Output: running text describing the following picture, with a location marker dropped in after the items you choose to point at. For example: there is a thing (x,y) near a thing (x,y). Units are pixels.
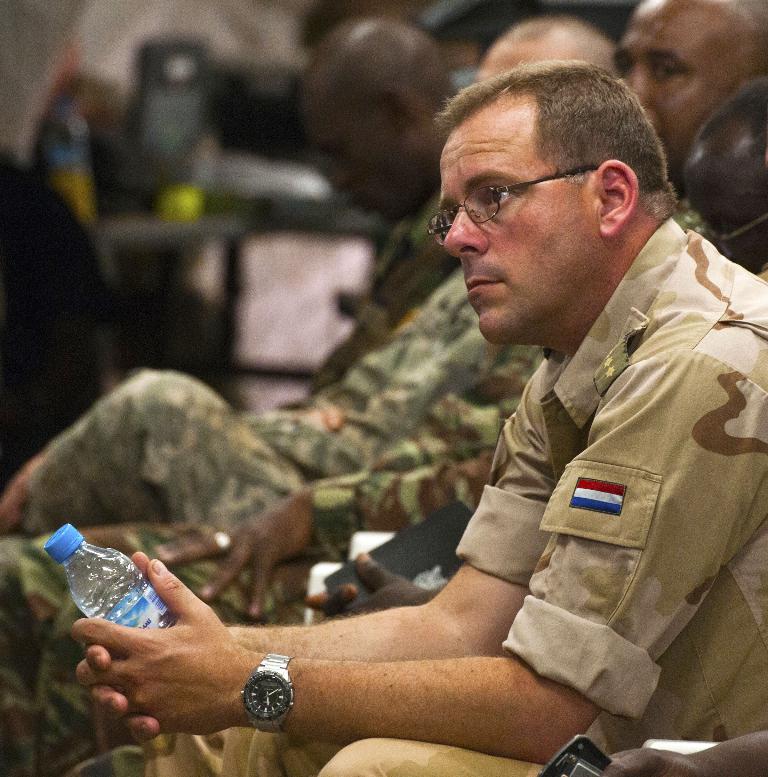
Here we can see a group of army people (663,334) sitting on chairs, here in front (605,621) we can see a man (515,767) holding a bottle (132,619) in his hand (156,573) and he is wearing a watch (247,699) on his hand (244,713) and he is also wearing spectacles (489,210).
